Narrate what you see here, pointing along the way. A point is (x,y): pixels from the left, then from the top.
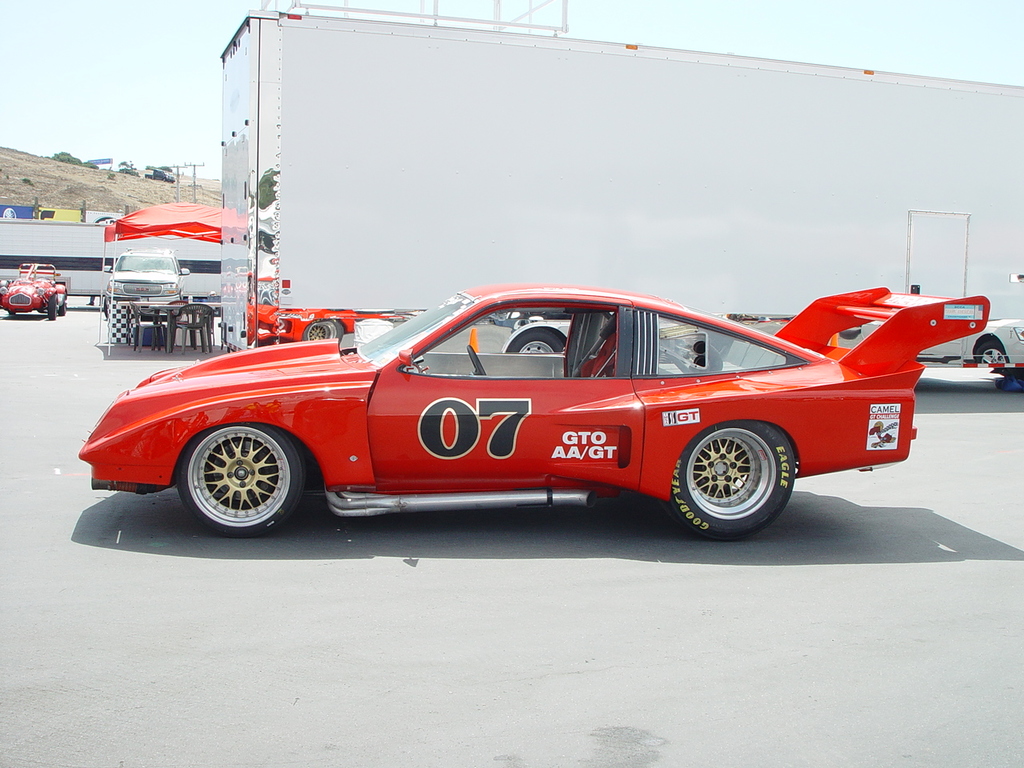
In this image there are cars (538,336) on the path (657,504), container (485,185), tent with poles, chairs (199,316), table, and in the background (111,22) there are trees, sky (114,97).
